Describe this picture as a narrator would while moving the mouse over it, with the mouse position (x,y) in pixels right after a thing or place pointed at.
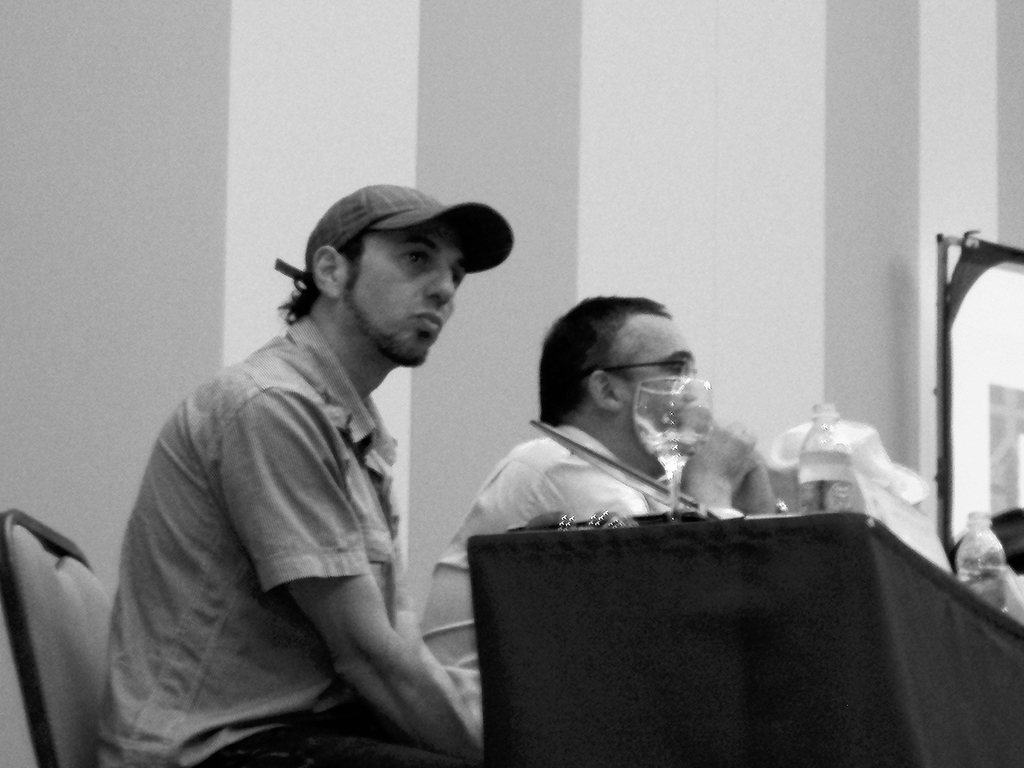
This is black and white picture, there are two men (545,399) sitting on chairs (12,552) and we can see glass (676,414), bottles (831,478) and objects (640,481) on the table (639,570). In the background (349,119) we can see wall (752,62).
